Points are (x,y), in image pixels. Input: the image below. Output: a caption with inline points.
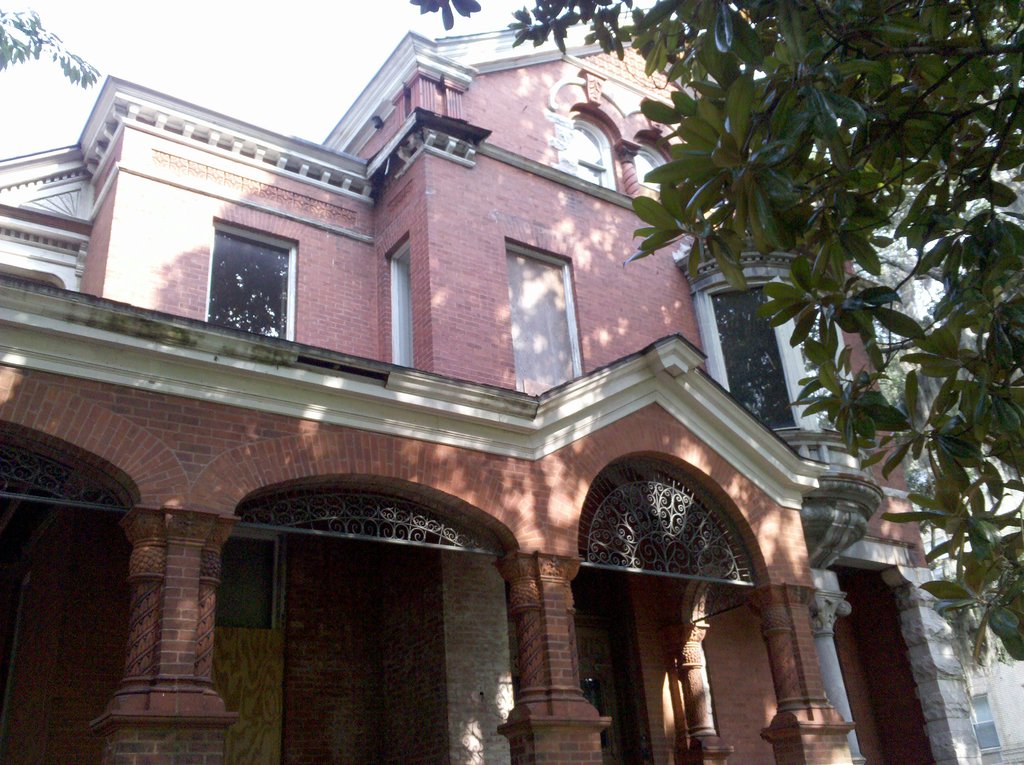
In this picture, there is a building (169,341) with bricks (471,271) and pillars (587,715). Towards the right (912,207), there is a tree (827,192). On the top (278,48), there is a sky (292,75).
